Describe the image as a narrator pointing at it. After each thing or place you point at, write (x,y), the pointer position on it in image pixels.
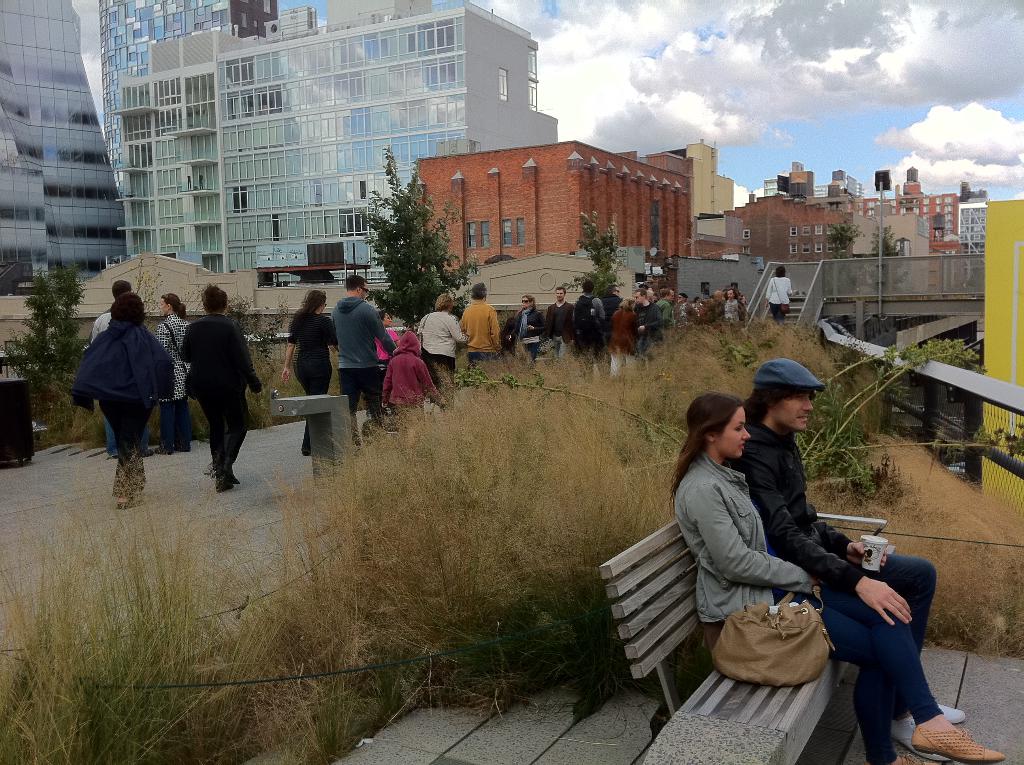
This is a picture taken outside a city (44,149) on the streets (270,431). In the foreground (511,490) there are shrubs (601,553), bench (714,714), on the bench (837,518) there are two people (760,542) sitting. In the center of the picture (485,359) there are people (419,362) walking down the road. On the right (887,270) there is a bridge (821,281) and staircase (812,307). In the center of the picture (432,258) there are plants (280,373) and shrubs (67,304). In the background (281,170) there are buildings (670,189). Sky (978,175) is cloudy.
